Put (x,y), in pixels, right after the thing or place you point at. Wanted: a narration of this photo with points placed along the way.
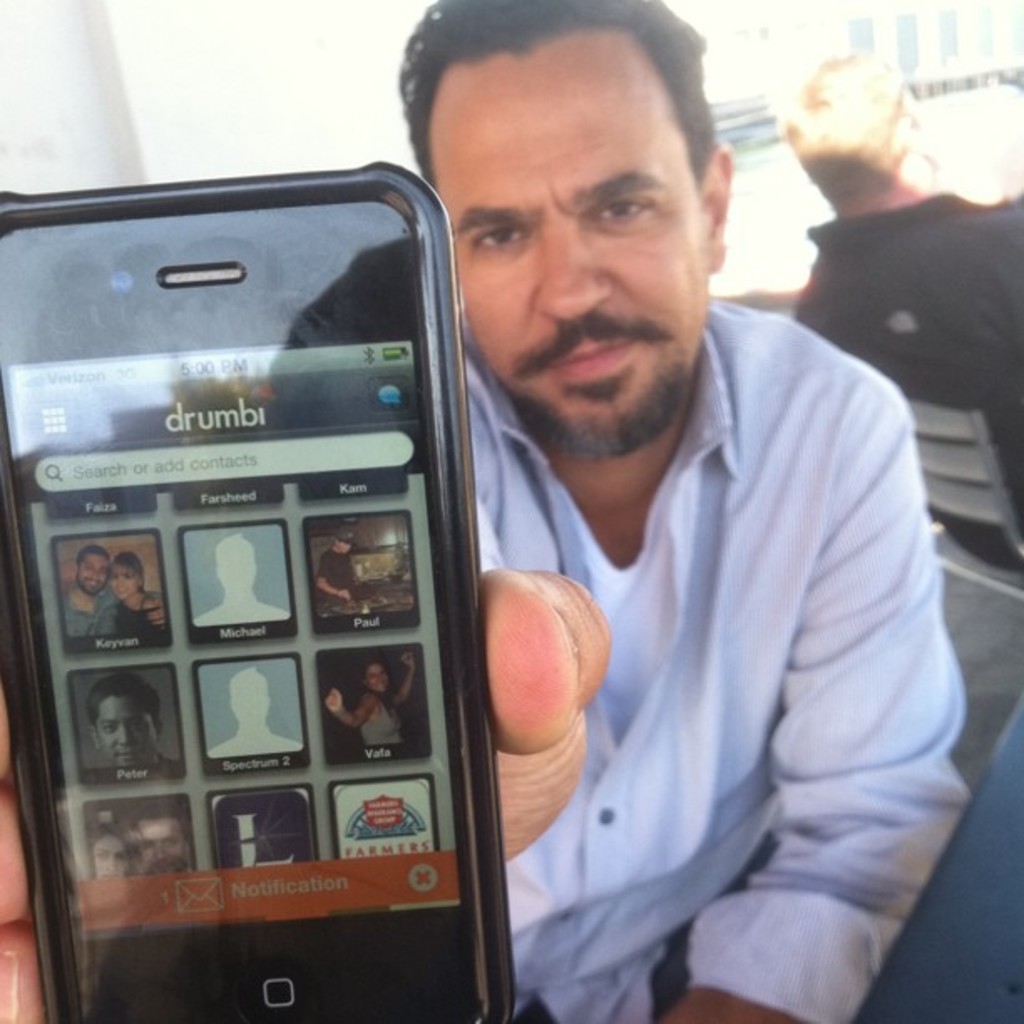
In this picture we can see one man (613,487) holding a mobile (474,766) in his hand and on the mobile screen (189,781) we can see pictures (261,702). On the background (891,247) we can see one man (957,242) sitting on a chair (945,450).
